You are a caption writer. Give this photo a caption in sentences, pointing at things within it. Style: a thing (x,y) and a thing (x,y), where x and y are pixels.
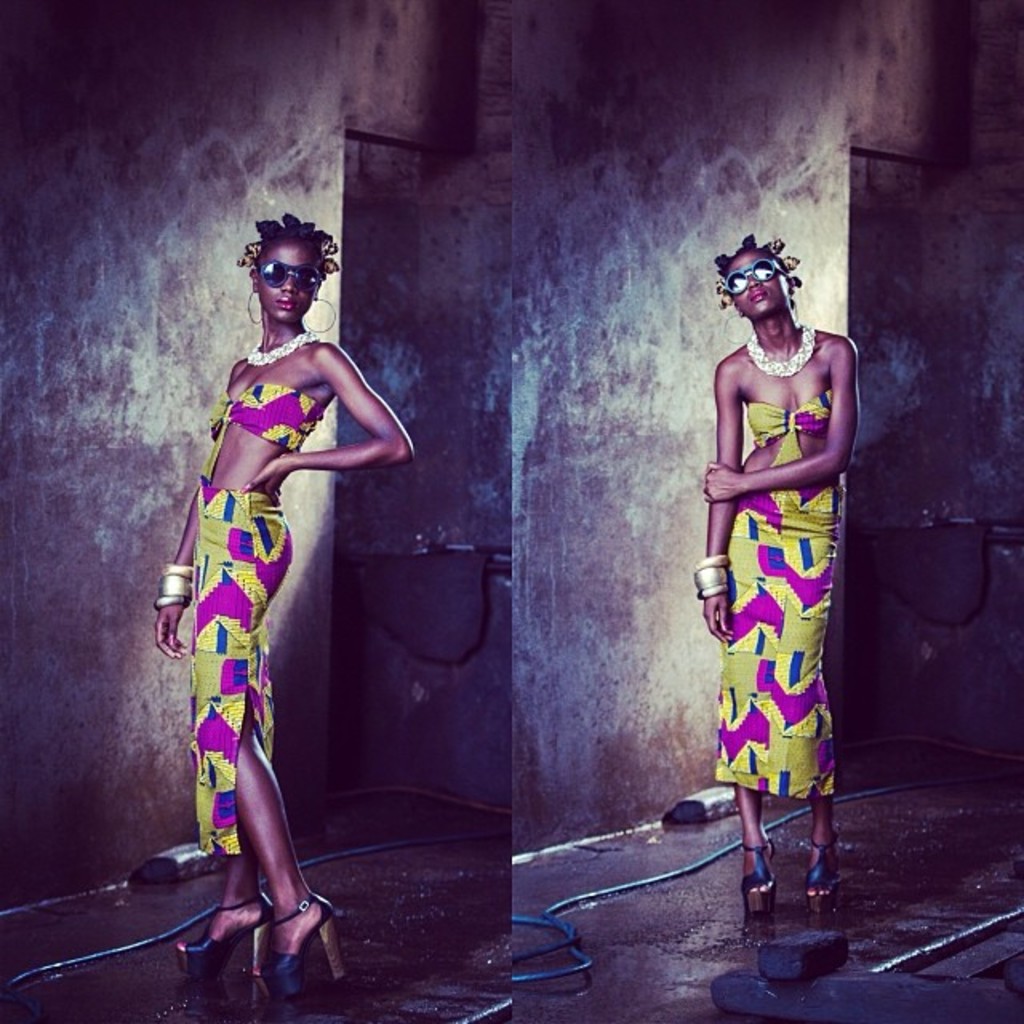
This is a collage image. I can see a woman (299,941) standing in different poses. At the bottom of the image (513,978), there are rocks (789,966) and a pipe (593,895) on the floor (675,944). In the background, there is a pipe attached to the wall (976,156).
